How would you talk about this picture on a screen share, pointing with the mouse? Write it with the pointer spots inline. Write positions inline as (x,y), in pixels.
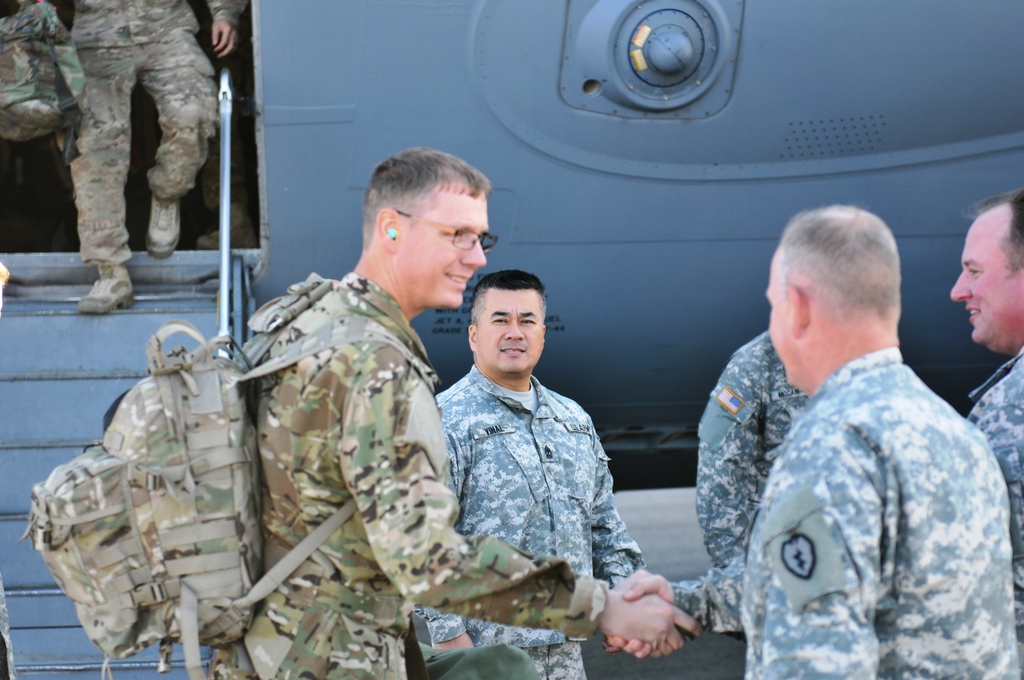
In this image there are two men (942,449) shaking their hands (672,610), around them there are people (726,485) standing in the background (925,88) there is an aircraft (518,154) from that a man (197,57) walking on stairs (39,670).
